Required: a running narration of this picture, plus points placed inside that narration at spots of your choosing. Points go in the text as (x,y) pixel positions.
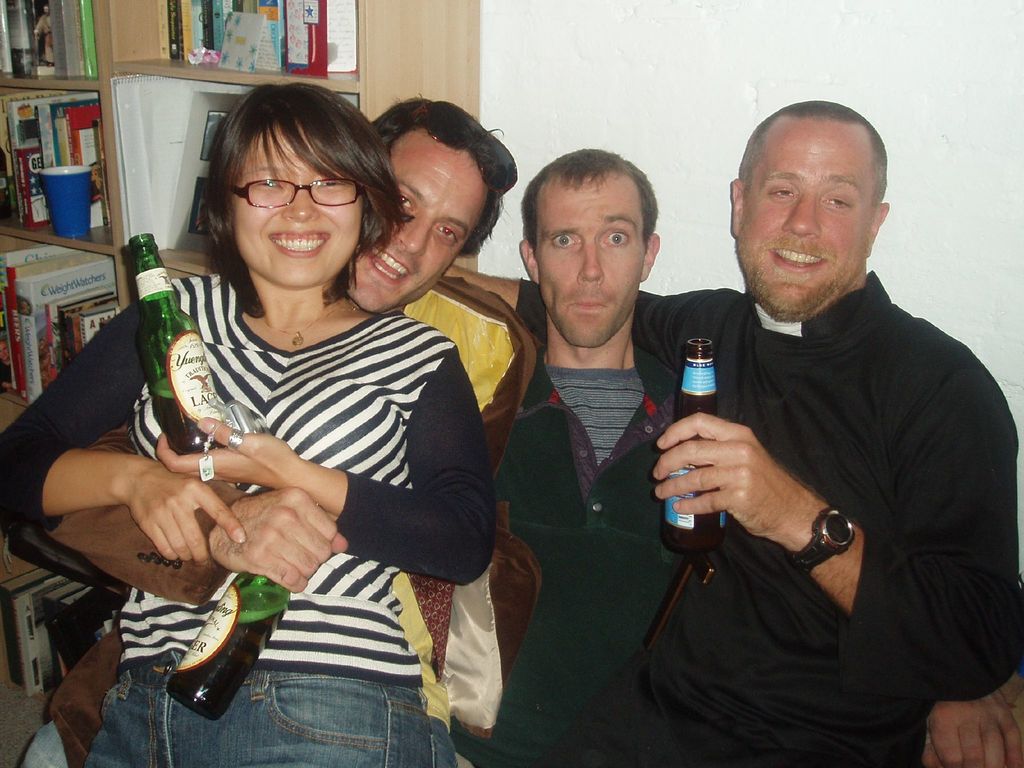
In this image, we can see some people (422,542) sitting and they are holding beer bottles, in the background (706,96) there is a white color wall (660,13) and there is a rack (44,85), there are some books (2,372) kept in the rack (147,21).
